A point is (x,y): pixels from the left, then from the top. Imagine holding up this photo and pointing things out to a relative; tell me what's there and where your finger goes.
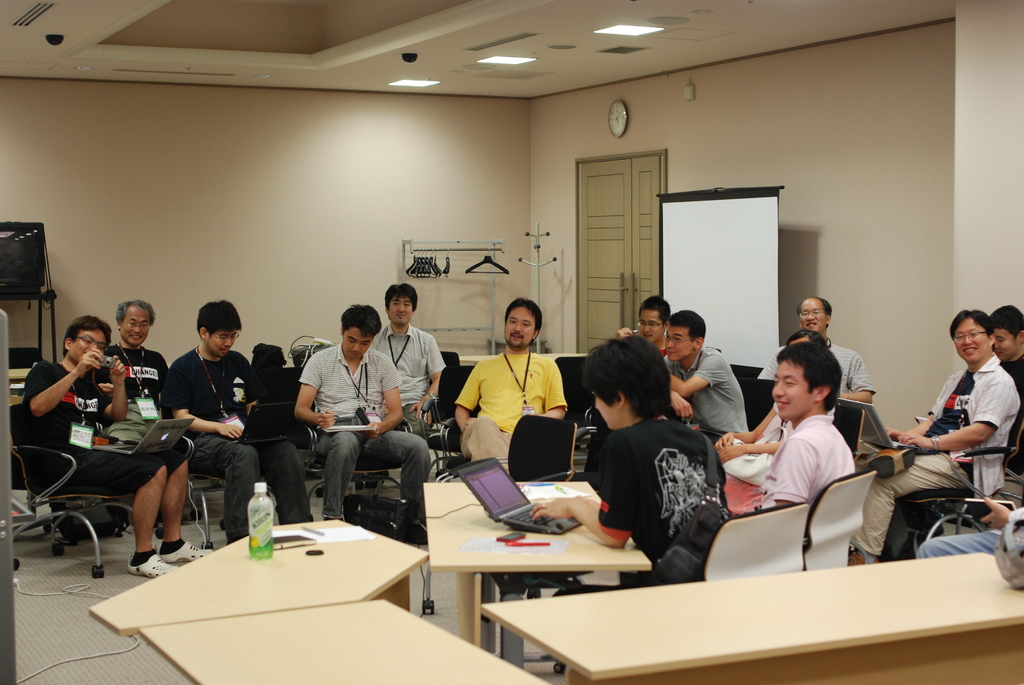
In the image we can see group of persons (847,458) were sitting on the chair (304,441) and they were holding laptops (269,414). In front (235,586) bottom we can see table (743,656), on table (288,568) there is a bottle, phone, pen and papers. In the background (477,238) there is a wall (564,278). door (597,284), hanger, monitor (14,270), clock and light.
